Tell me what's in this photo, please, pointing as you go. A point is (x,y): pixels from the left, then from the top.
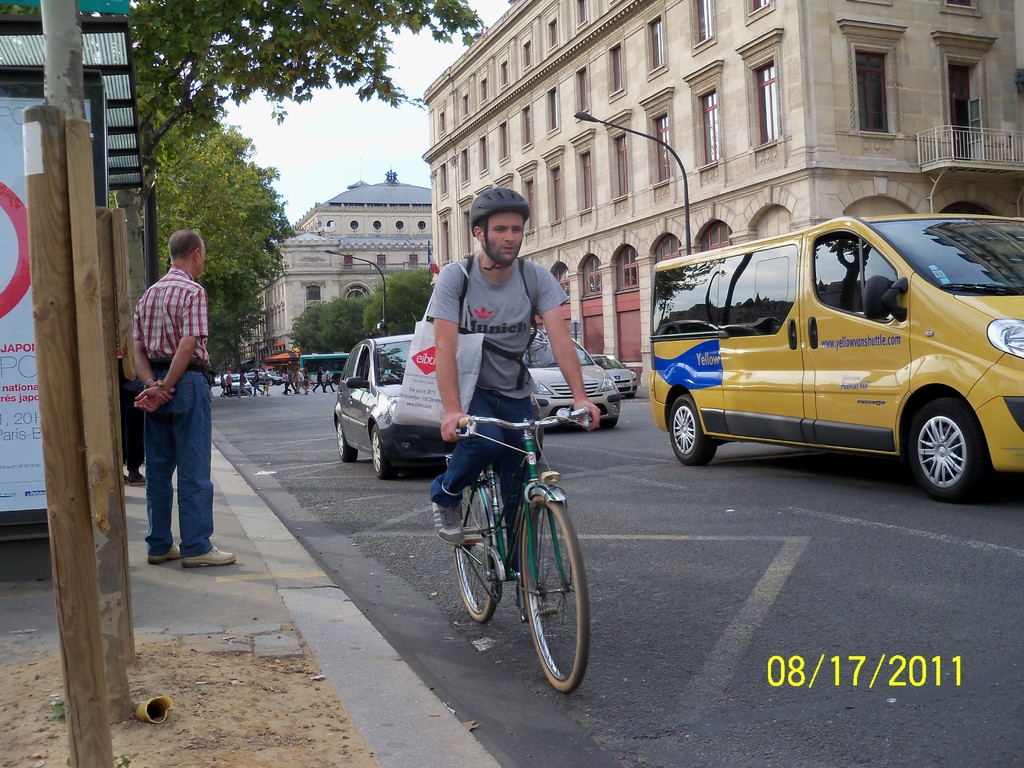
In this image, we can see few peoples (462,446). Few are riding a vehicles (424,428). And the middle is wear a helmet (489,210) and he hold bag (422,393). On right side (837,144), there is a building (732,170). And back side, we can see building (386,268), few trees (380,294), poles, light (580,116). On left side (19,406), there is a banner (20,419) and man (180,436) is stand beside the road (308,527). We can see wooden poles (88,309), trees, shed (129,107) and sky (343,153) here.
